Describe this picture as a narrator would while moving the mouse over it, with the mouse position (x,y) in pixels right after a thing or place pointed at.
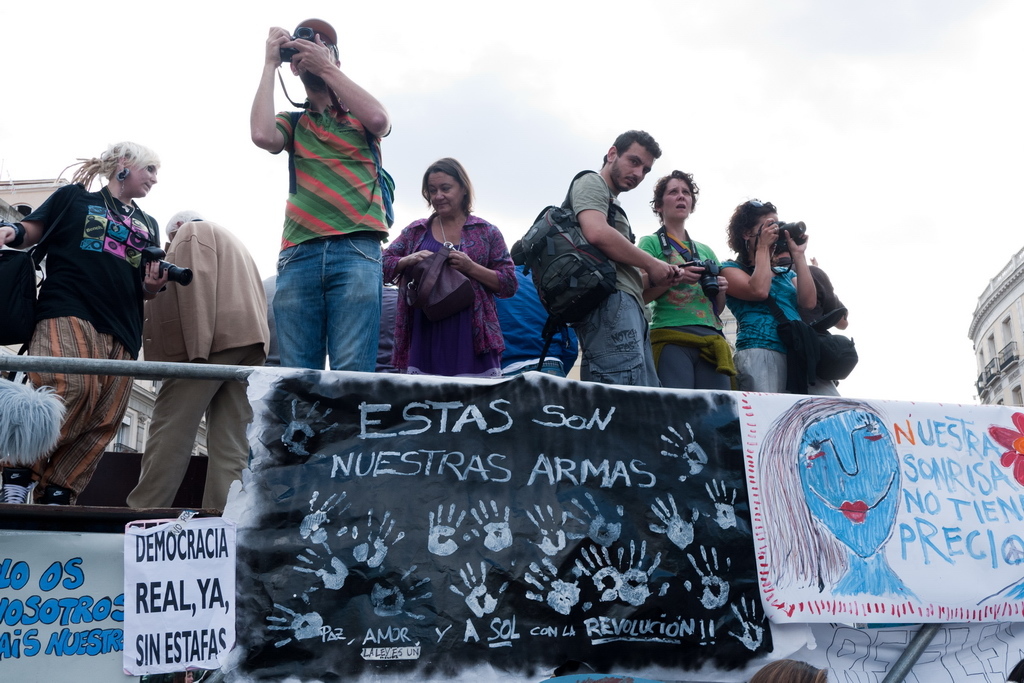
In this picture in the front (349,481) there are banners (375,543) with some text (986,541) written on it. In the center (529,303) there are persons (808,313) standing. On the right side (765,277) there is a building (991,330) and there are women (774,283) standing and holding a camera (710,297) in their hands (774,231). On the left side (94,249) there is a woman (91,284) walking and holding a camera (159,264) in hand (149,272) and in front of the woman (75,245) in the center (364,302) there is a man (320,194) standing and clicking a photo in a camera (301,47). In the background (54,163) there is a building (34,199) and the sky (722,100) is cloudy.
